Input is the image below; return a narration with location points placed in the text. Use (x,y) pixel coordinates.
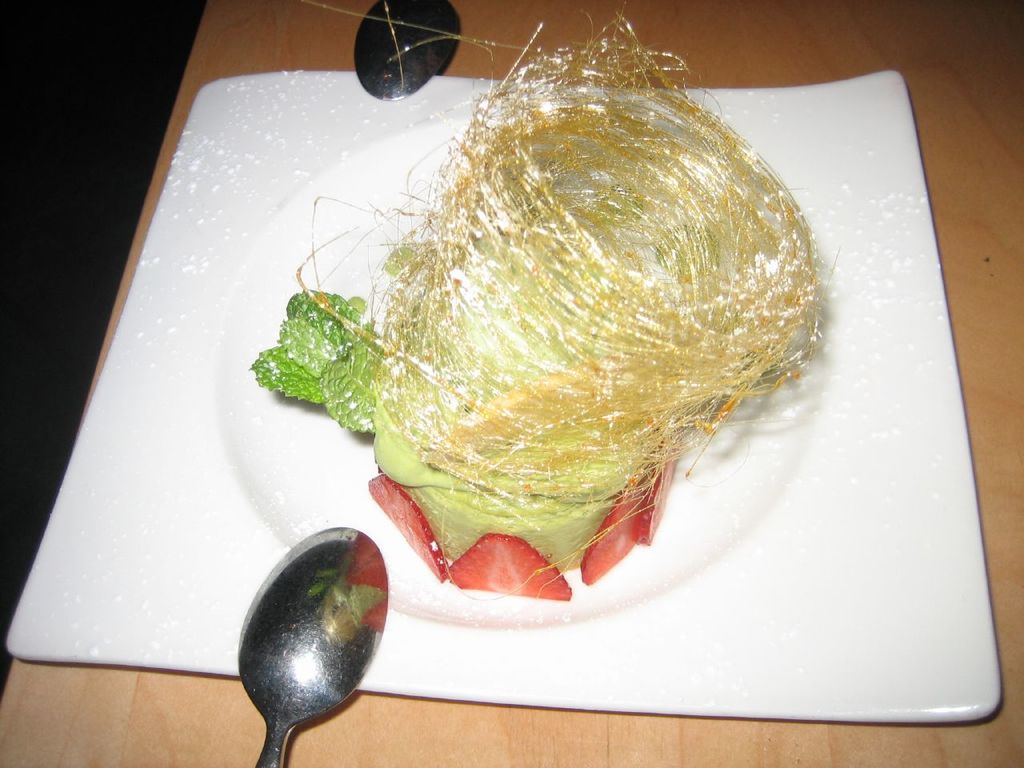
In this picture, there is a plate (263,487) placed on the table (468,722). In the plate (491,634), there is a dessert (298,317). On the top (413,85) and at the bottom (278,752), there is a spoon (323,615).
